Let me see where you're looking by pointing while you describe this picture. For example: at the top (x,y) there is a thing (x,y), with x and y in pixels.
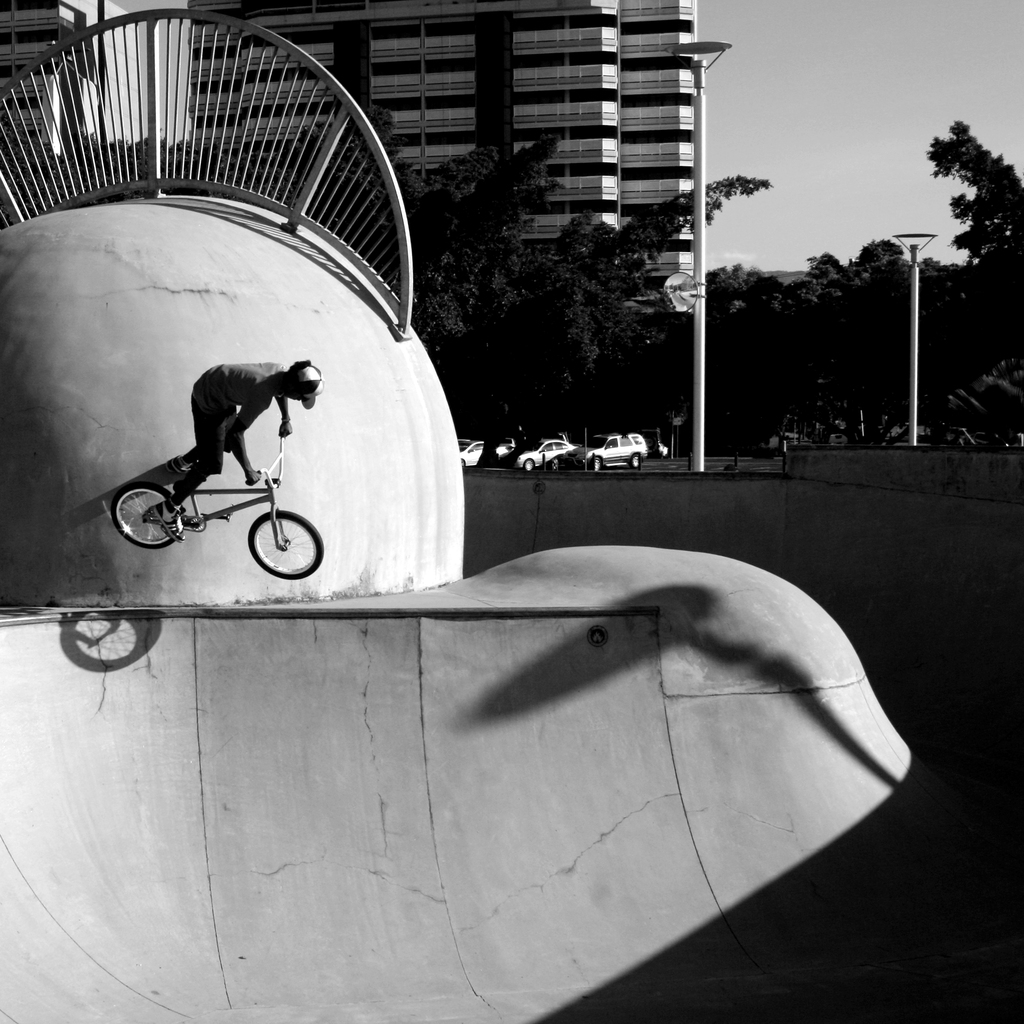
In this picture we can see a person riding a bicycle (144,520) on the cycling track (181,345) and in the background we can see vehicles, buildings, trees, electric poles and the sky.
